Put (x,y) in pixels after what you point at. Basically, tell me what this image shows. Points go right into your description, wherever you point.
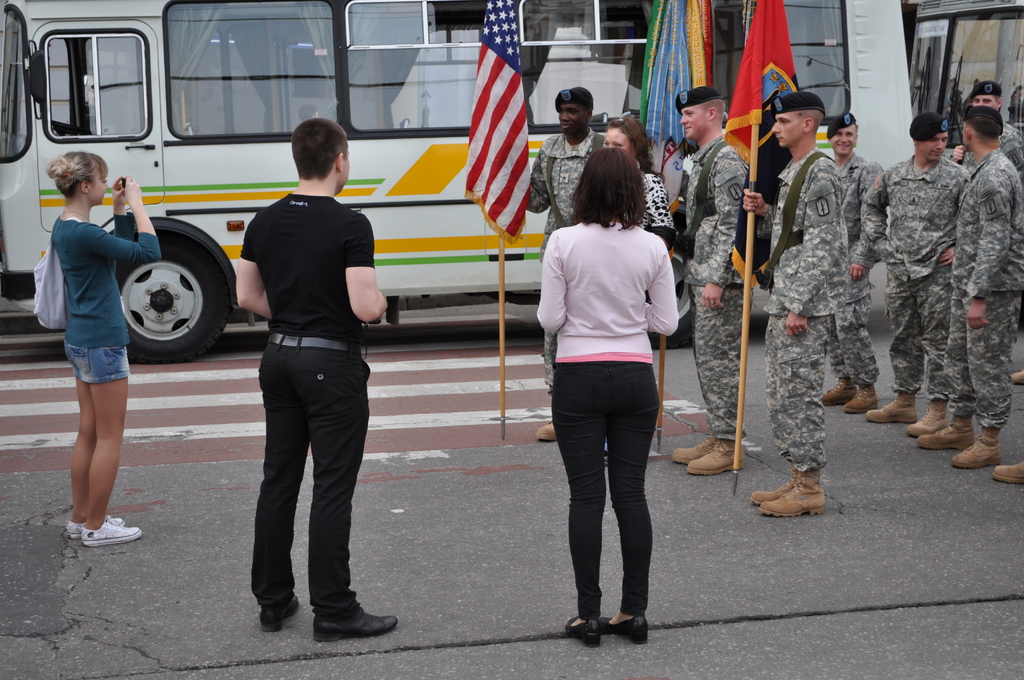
In this picture we can see a group of people (913,322) standing on the road (491,547), bus (849,58), bag (61,289), flags (651,106) and some objects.
